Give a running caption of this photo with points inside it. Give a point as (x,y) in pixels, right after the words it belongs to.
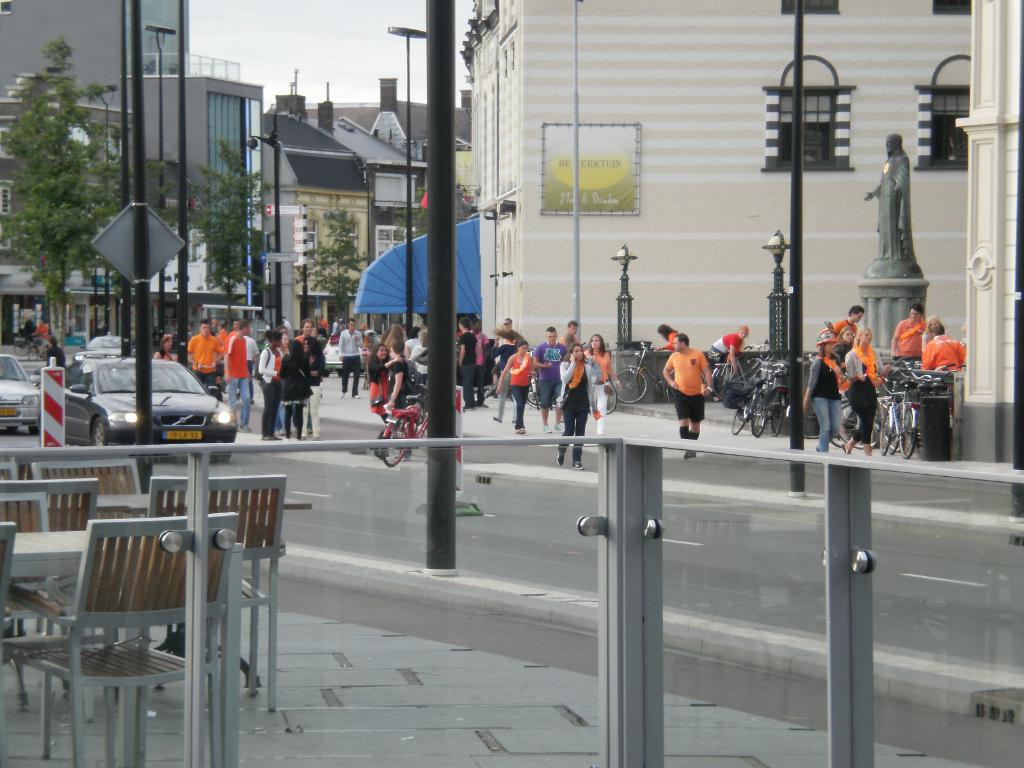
In this image in the front (336,497) there is glass (384,586). In the center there are empty chairs (100,522) and tables (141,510). In the background (226,325) there are poles (447,379) and there are persons (477,393) walking, there are vehicles (107,368) moving on the road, there are bicycles (892,389), there is a statue (912,248), there are buildings (303,149) and trees (339,236) and the sky (327,38) is cloudy and there are boards (294,227) with some text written on it.
